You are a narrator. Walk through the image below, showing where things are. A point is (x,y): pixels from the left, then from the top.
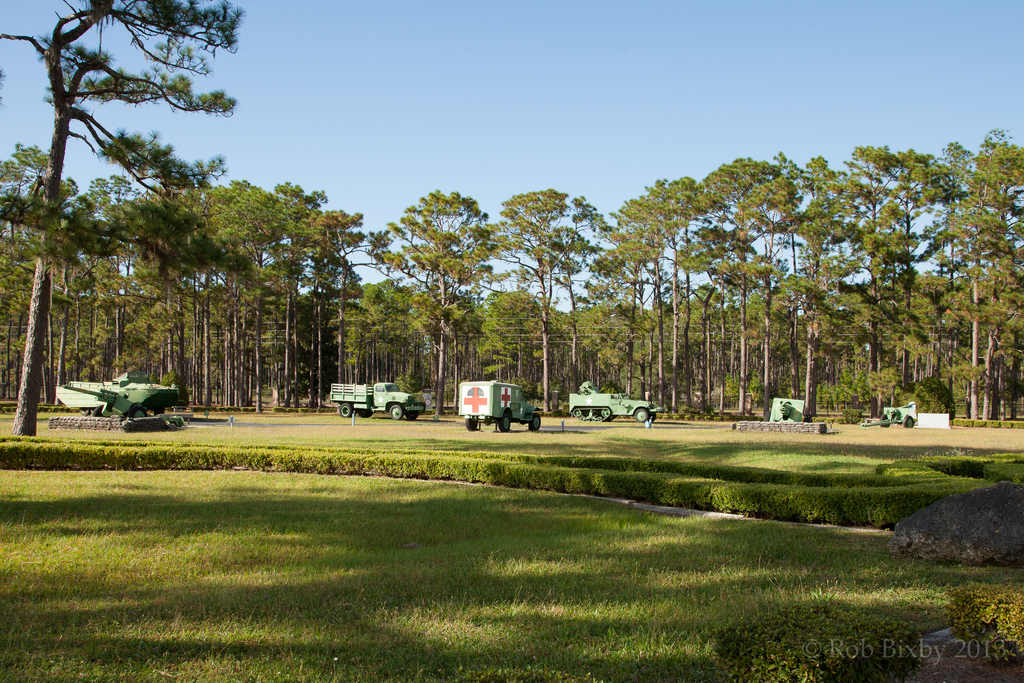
In this picture we can see grass (210,569), bushes (403,463), vehicles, trees (618,373) and a few things (185,415). We can see the sky (583,142). There is a watermark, some text (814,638) and numbers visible in the bottom right (930,644).
